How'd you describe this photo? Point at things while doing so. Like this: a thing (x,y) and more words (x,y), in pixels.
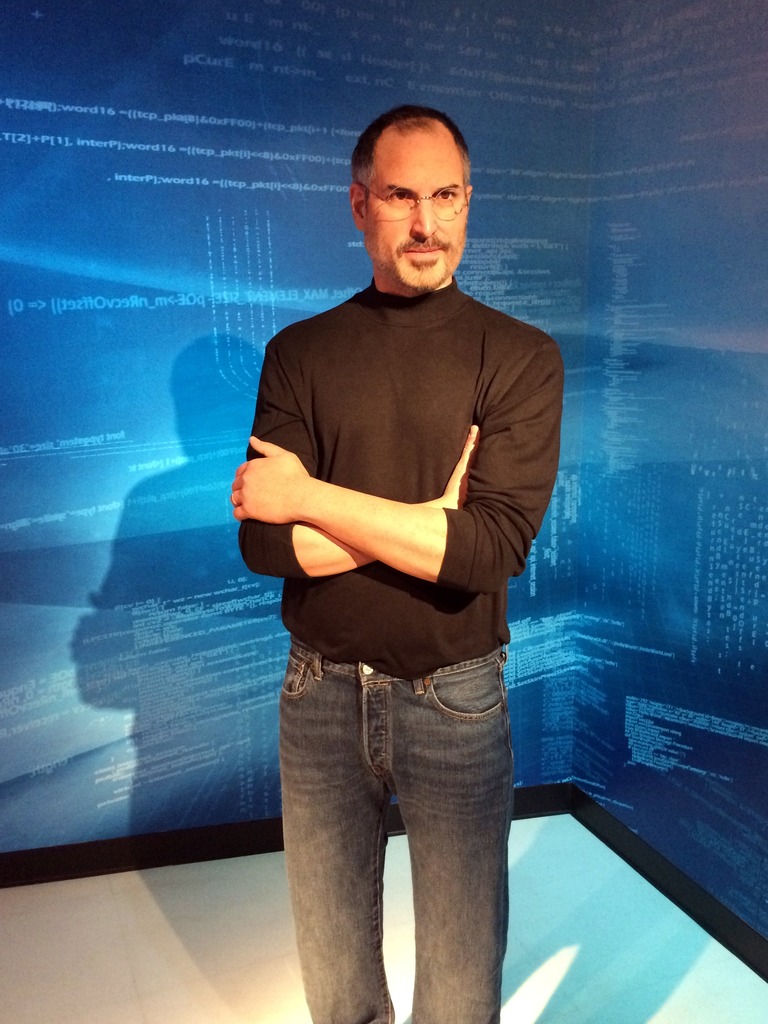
In this image we can see a man (409,719) is standing. He is wearing a black color T-shirt (455,413) with jeans (465,778). There is a floor (624,970) at the bottom of the image (238,986). In the background (175,229), we can see a wall (624,492) with some text (537,657) written on it.
